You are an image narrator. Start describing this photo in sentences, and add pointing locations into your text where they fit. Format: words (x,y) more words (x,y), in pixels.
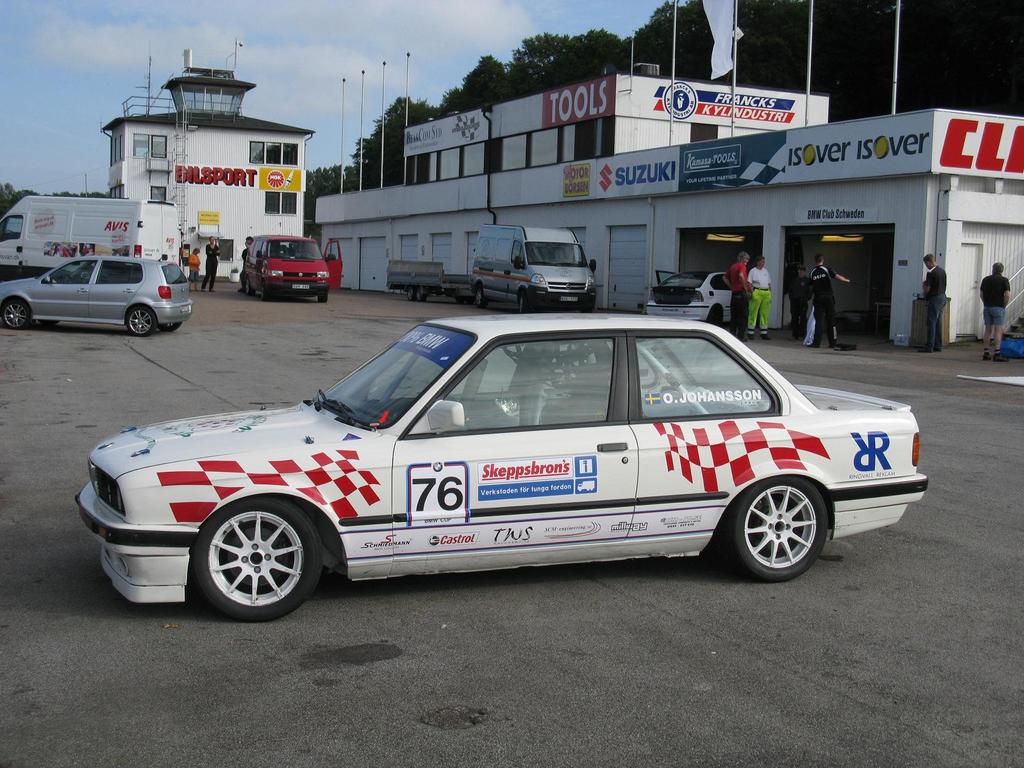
In this image we can see group of vehicles (714,425) parked on the ground (107,358), a group of persons (764,308) are standing. In the background (957,311), we can see a staircase (1022,320), metal barricade (1019,290), buildings (1017,270) with sign boards (906,150) and text (654,171), group of poles (363,151), trees (376,144) and the sky (302,95).
